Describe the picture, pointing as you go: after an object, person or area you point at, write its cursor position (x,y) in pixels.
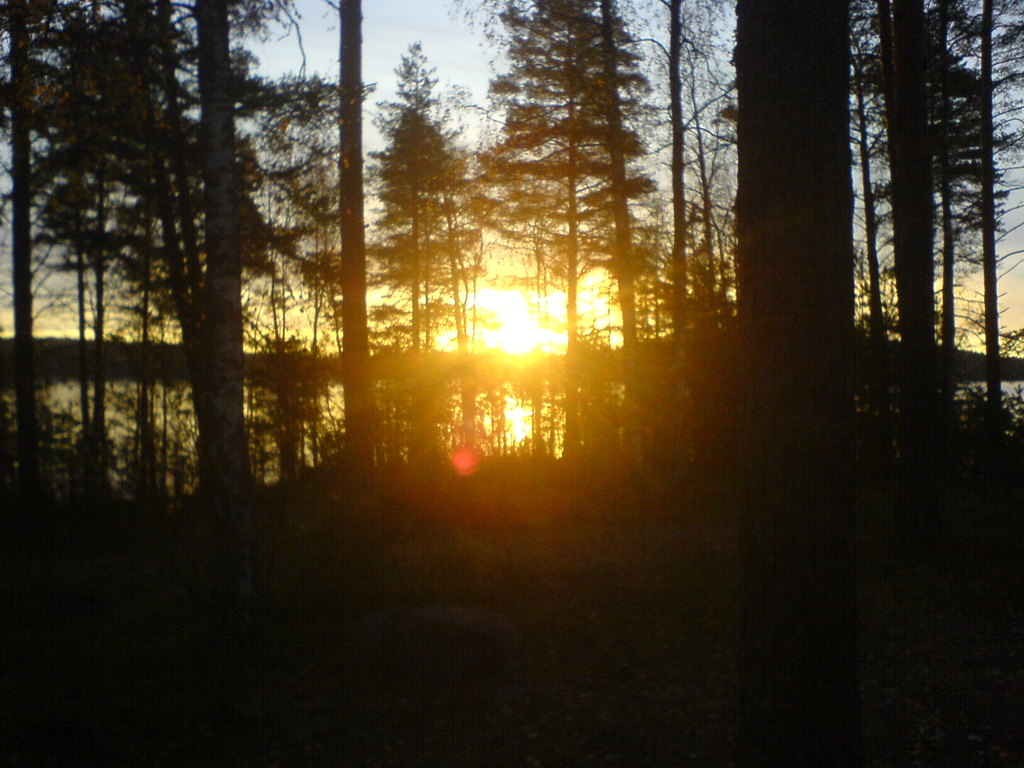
In this picture I can see trees (638,317), water (168,435) and sunlight (549,313) and I can see a cloudy sky (665,131).
